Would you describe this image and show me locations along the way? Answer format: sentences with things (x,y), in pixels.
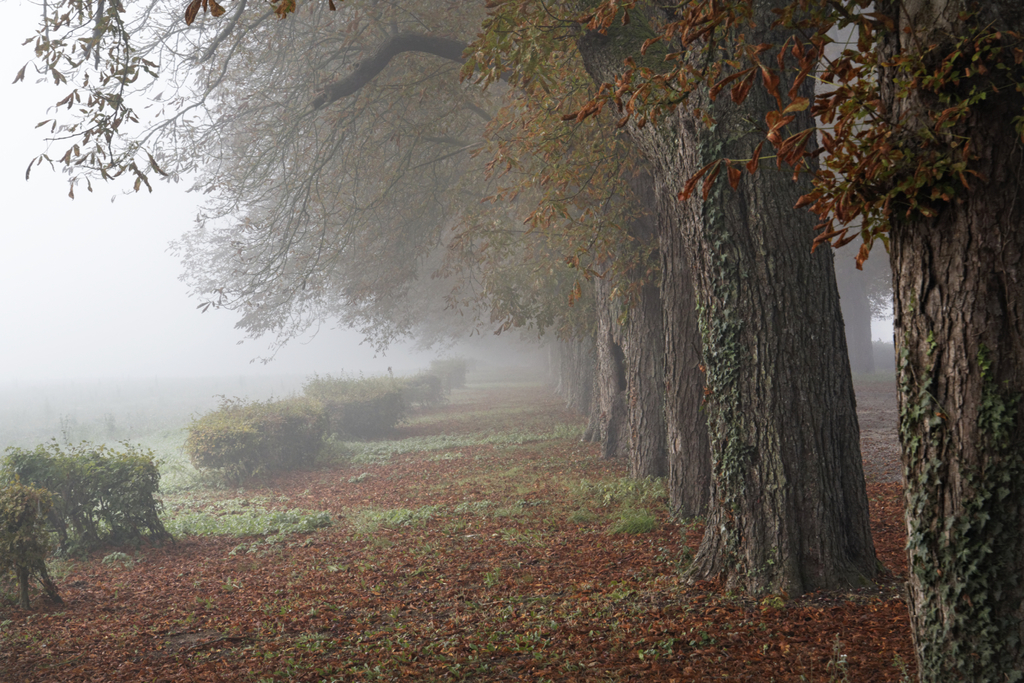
This image is taken outdoors. At the bottom of the image (282,629) there is a ground (340,496) with grass (391,475) and there are many dry leaves (698,614) on the ground (346,519). On the left side of the image (223,436) there is fog (133,289) and there are a few plants (421,389) on the ground (369,450). On the right side of the image (843,242) there are many trees (661,393) with branches (321,94), stems (749,511) and leaves (300,232).
